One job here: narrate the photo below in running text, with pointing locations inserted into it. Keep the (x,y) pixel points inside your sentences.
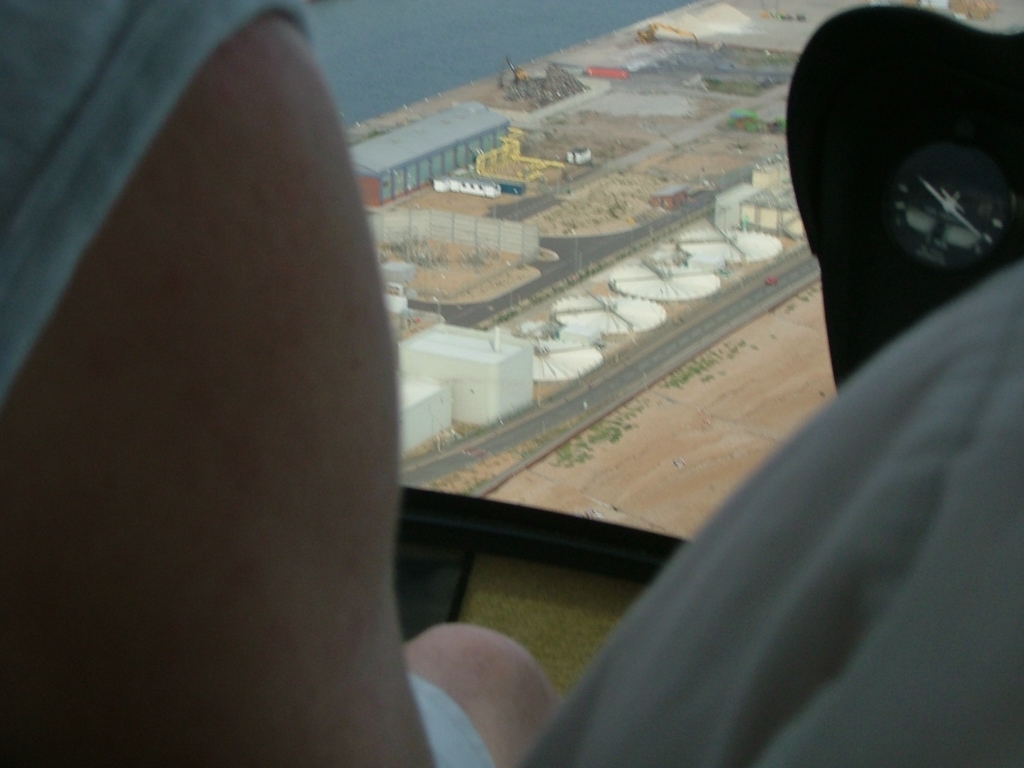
In this picture we can see the top view. In the front (192,243) there is man (270,541). In the background (626,296) there are some shed houses (408,152) and white big wheels (646,292) on the ground (729,283).
